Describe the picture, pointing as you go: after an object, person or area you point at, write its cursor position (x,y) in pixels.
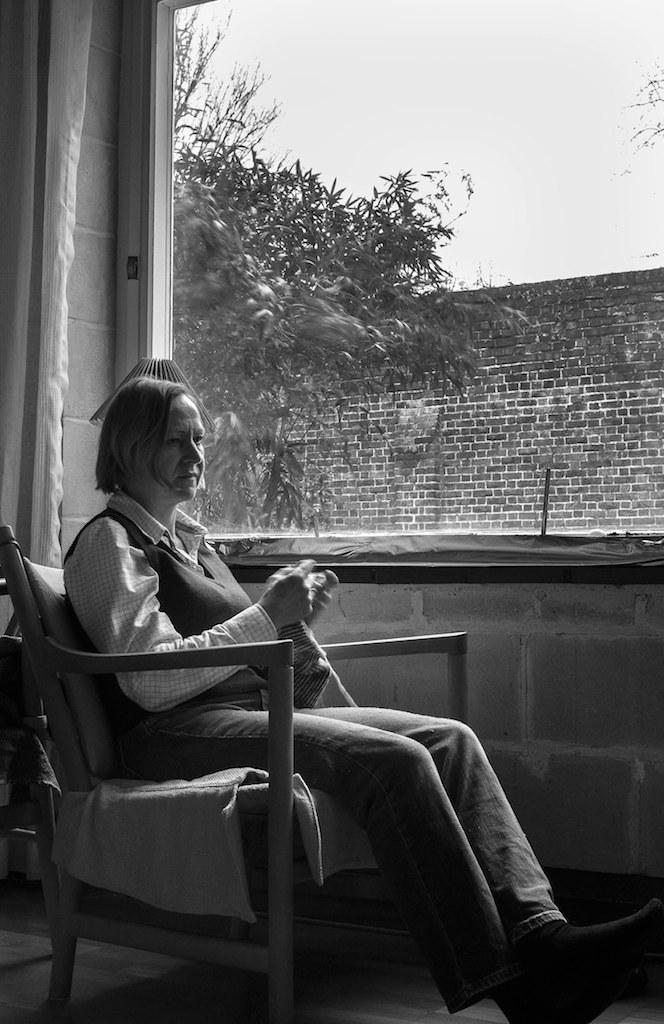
There is a woman (481,757) sitting on a chair (156,936). Here we can see a glass window (433,357). Here we can see a tree (308,299) and this is a wall (502,343).
